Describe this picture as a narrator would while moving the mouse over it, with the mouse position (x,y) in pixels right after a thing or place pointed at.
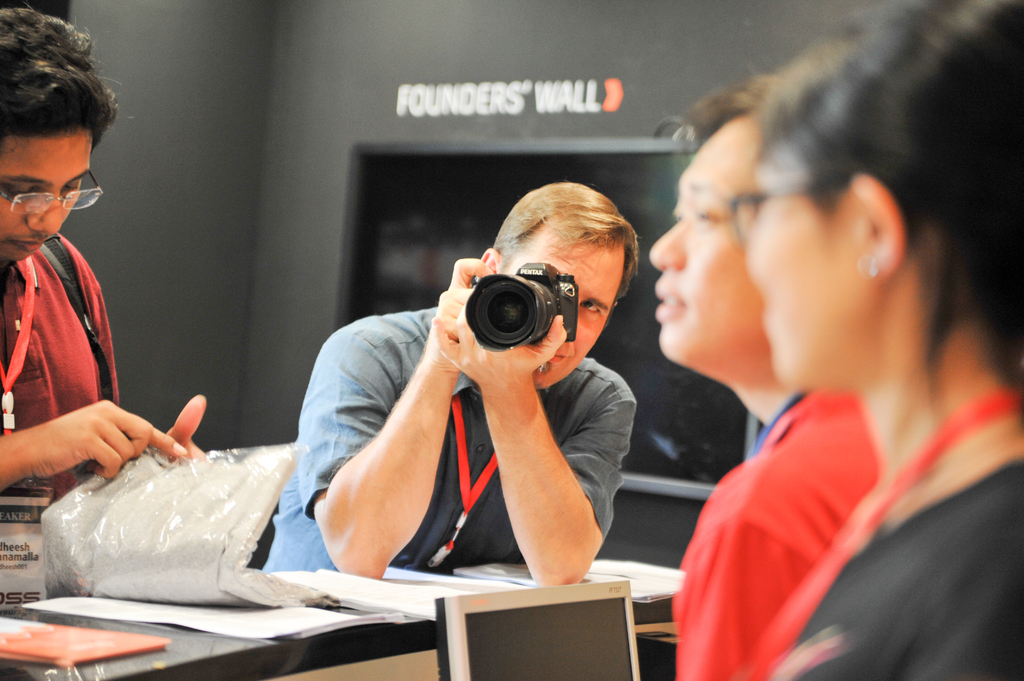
In this image we can see a person (549,398) holding a camera (521,301). To the right side of the image (764,312) there are ladies (949,196). There is a table (28,665) on which there are papers (293,625). To the left side of the image (74,286) there is a person (34,38) wearing bag (76,302). In the background of the image (277,76) there is wall (287,236). There is a TV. There is some text (412,101).
